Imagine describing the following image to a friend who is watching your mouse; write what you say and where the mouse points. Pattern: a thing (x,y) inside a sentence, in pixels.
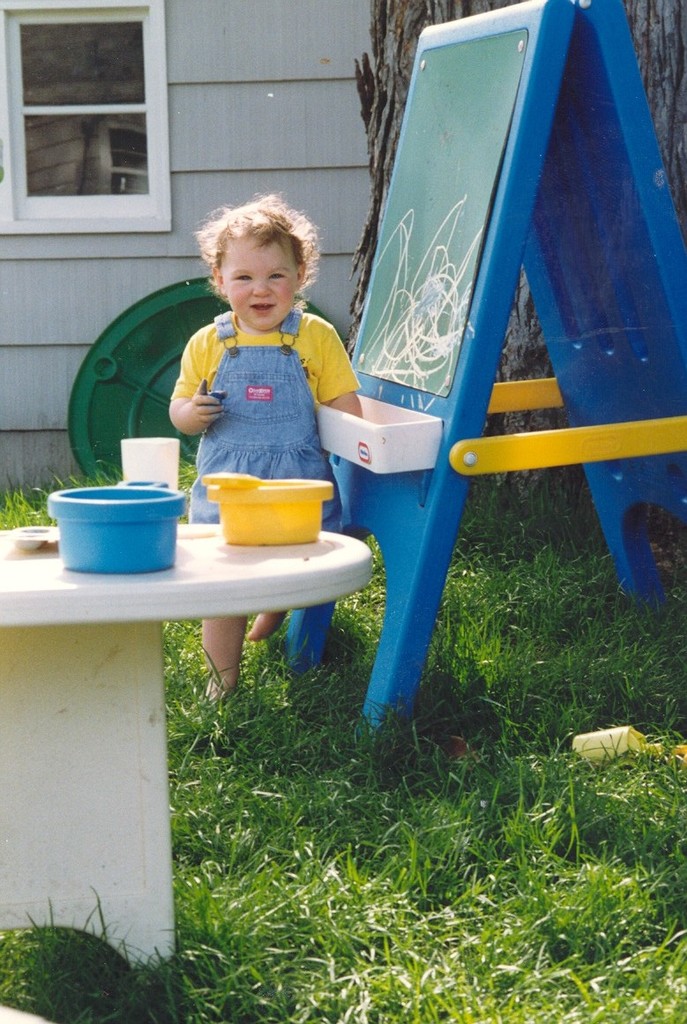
This is the picture taken in the outdoor. A baby (248,407) is playing in a grass (259,655). In front of the baby (238,399) there is a table (155,593) on the table (136,580) there are bowls (162,528) and behind the baby (230,405) is a window glass (120,167).
